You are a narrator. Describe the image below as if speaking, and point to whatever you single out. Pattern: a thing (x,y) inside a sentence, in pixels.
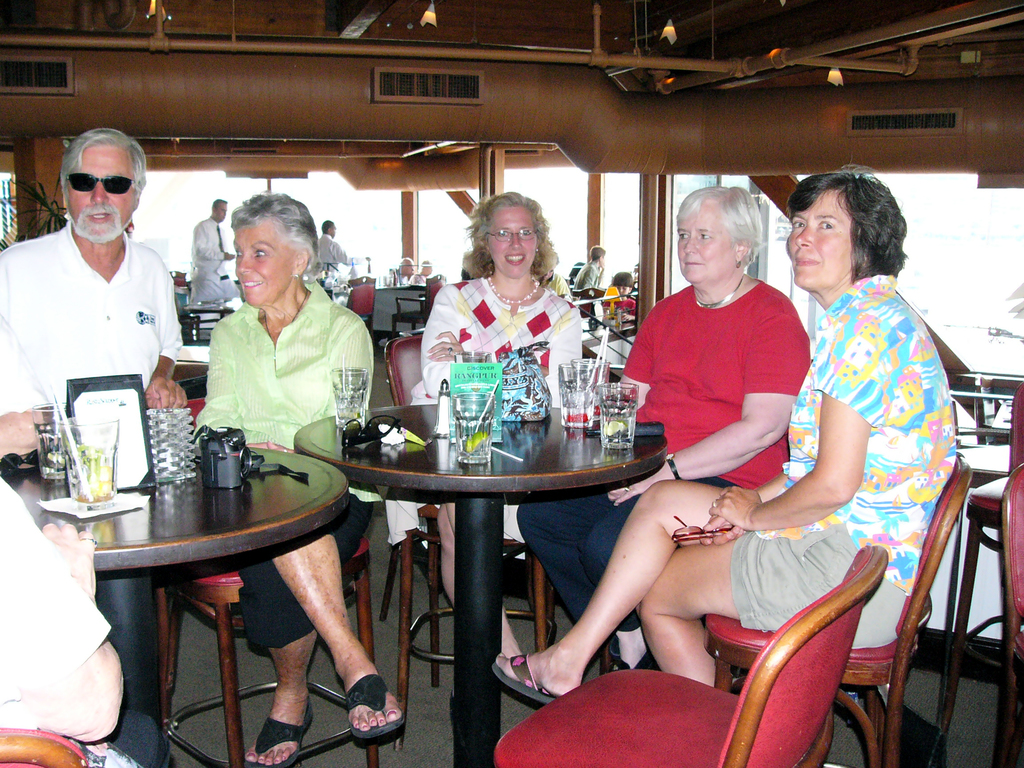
Inside picture of a restaurant (549,752). This persons (706,341) are sitting on a chair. In-front of them there is a table (567,470), on a table (594,466) there are glasses (572,394), goggles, camera (225,441) and card (125,395). Far this 2 persons (213,250) are standing. This is a rod (511,52).
